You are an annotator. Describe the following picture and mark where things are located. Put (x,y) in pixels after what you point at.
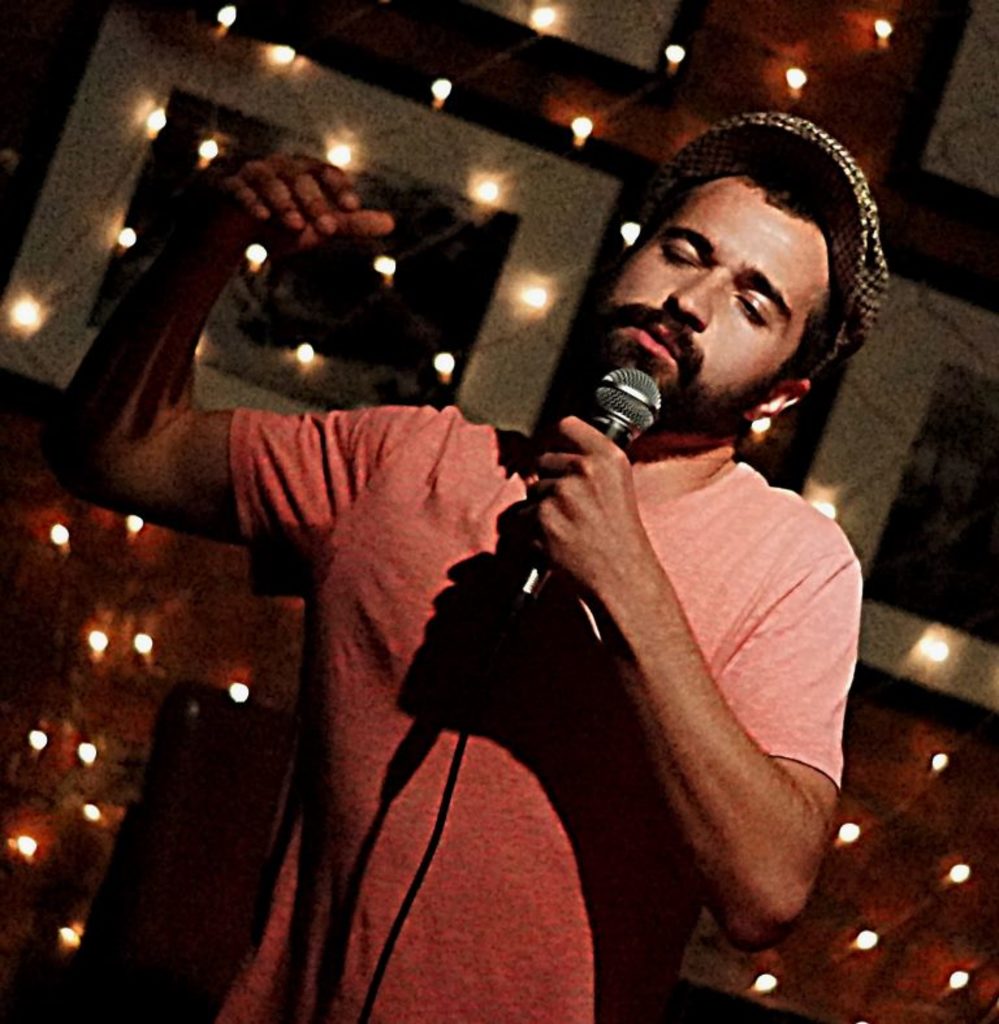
The man (390,449) is standing and holding a mic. At the back side (560,150) there are frames (565,205) and bulbs (575,123).
